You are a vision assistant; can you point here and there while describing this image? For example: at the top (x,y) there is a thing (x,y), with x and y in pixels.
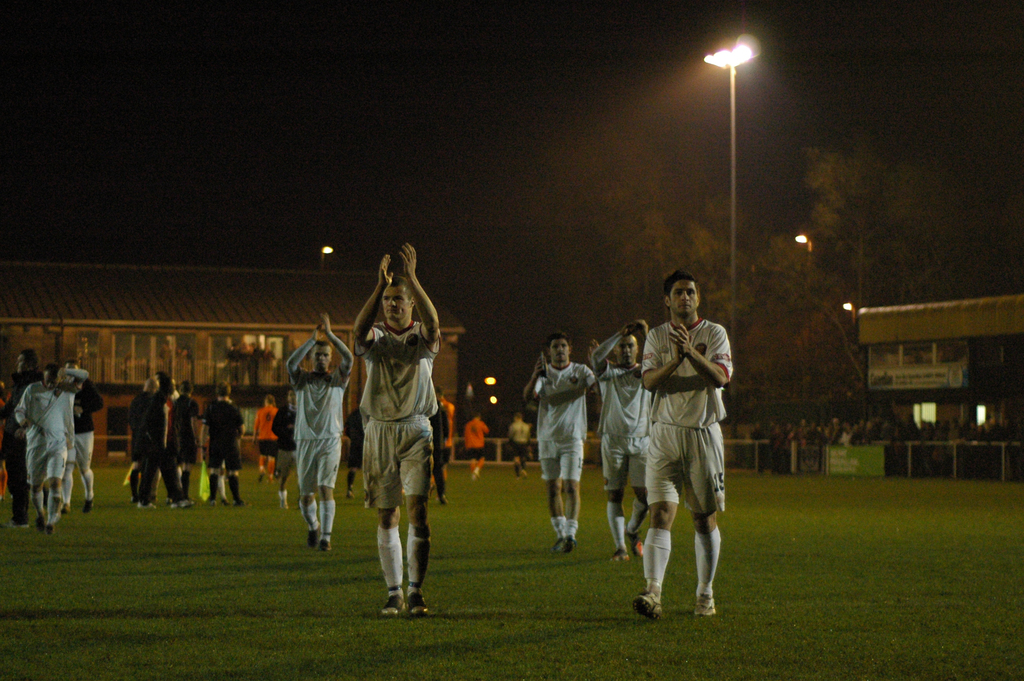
In this image I can see the group of people (384,534) wearing the different color dresses (312,472). These people (385,510) are on the ground (469,595). In the background (190,334) I can see the sheds (285,324), light poles (802,235), boards (838,449) and many trees (796,248). And there is a black background (392,127).
